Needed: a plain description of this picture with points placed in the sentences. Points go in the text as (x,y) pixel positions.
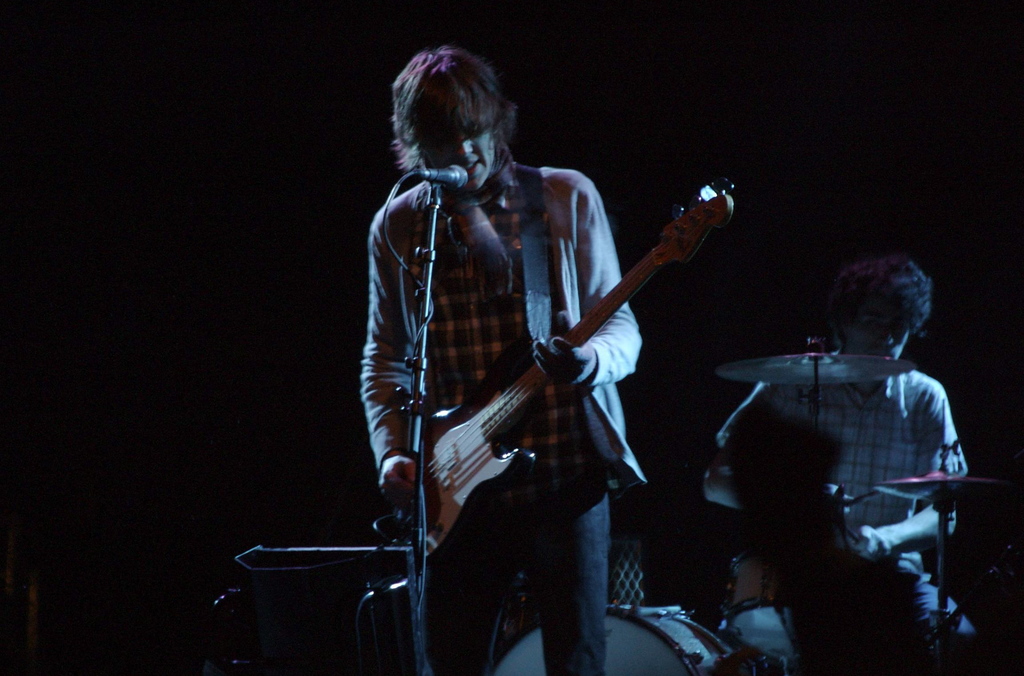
In this picture we can see a person (388,372) holding a guitar (433,472) and standing in front of a microphone (420,438). We can see the drums (517,652) and other musical instruments (346,583). There is a person (903,411) sitting on the right side (866,345). We can see the dark view in the background (87,530).
